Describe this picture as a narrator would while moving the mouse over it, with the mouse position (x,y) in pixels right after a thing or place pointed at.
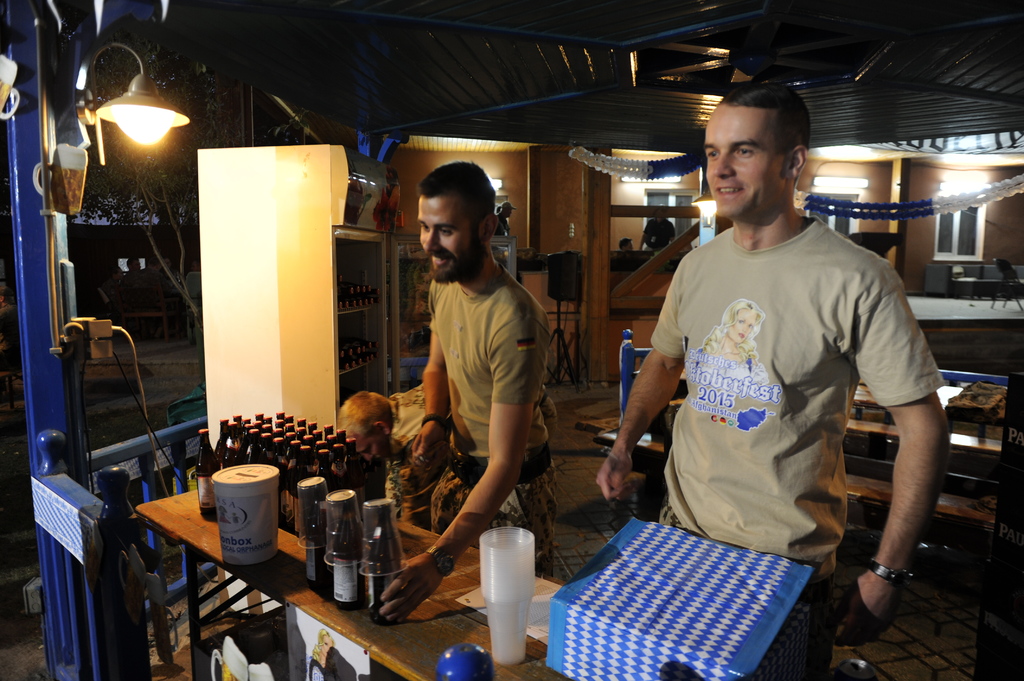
This picture describes about group of people (705,284), few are seated on the chair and few (500,326) are standing, in the middle of the image (530,308) two persons (711,435) are standing, in front of them we can see a box (654,606), glasses (523,559) and couple of bottles (357,548) on the table (212,533), and also we can see a refrigerator (203,222), light (160,109) and couple of trees (167,179).
